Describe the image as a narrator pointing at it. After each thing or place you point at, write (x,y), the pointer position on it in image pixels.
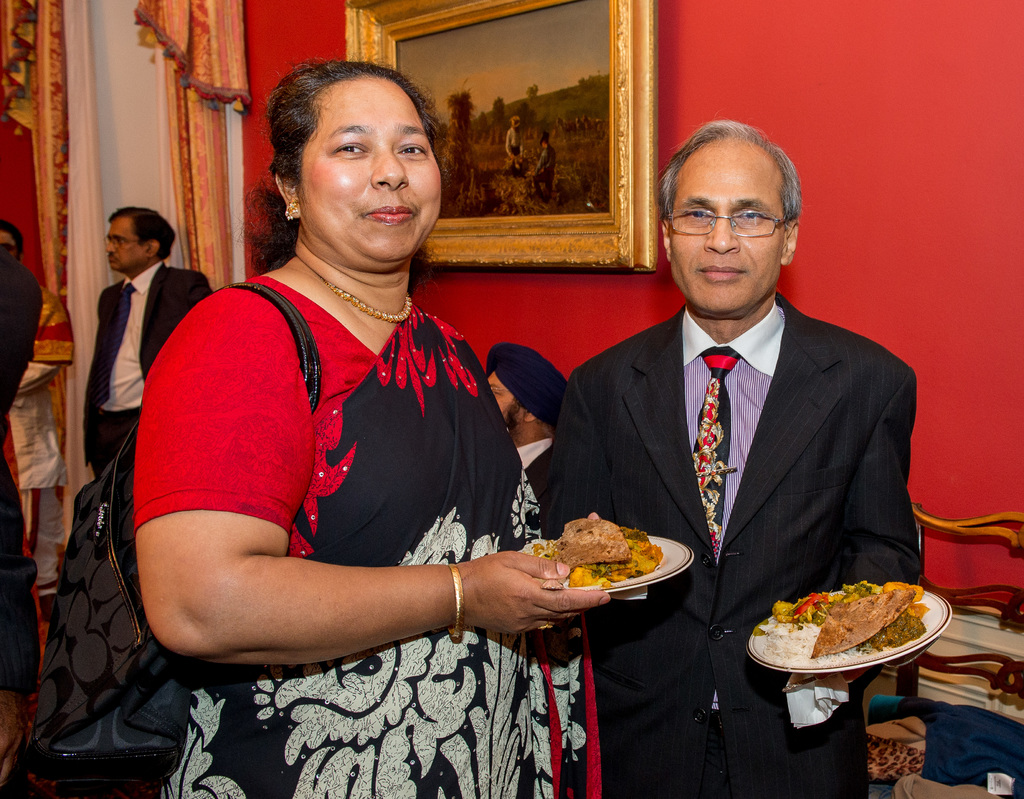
In this image I can see two persons (677,585) holding the plate (938,634). We can see food items (863,627) on the plate (932,620). She is wearing black color bag (133,644). Back Side I can see few people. The frame (561,116) is attached to the red color wall (818,94). We can see a curtain (42,136).
